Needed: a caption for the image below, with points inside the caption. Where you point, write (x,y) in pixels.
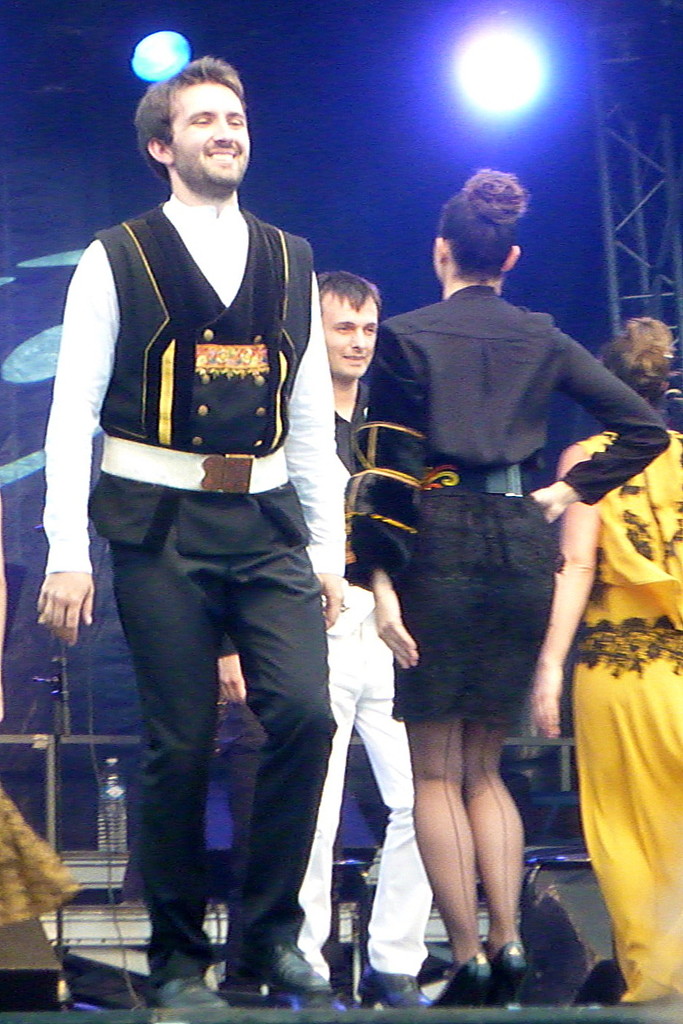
In the foreground of this image (468,568), there are two men (267,515) and two women (617,573) walking on the stage (424,1016) and looks like they are doing ramp walk. In the background (103,802), there is a bottle (104,843), few lights (493,104) and the blue background (77,177).
